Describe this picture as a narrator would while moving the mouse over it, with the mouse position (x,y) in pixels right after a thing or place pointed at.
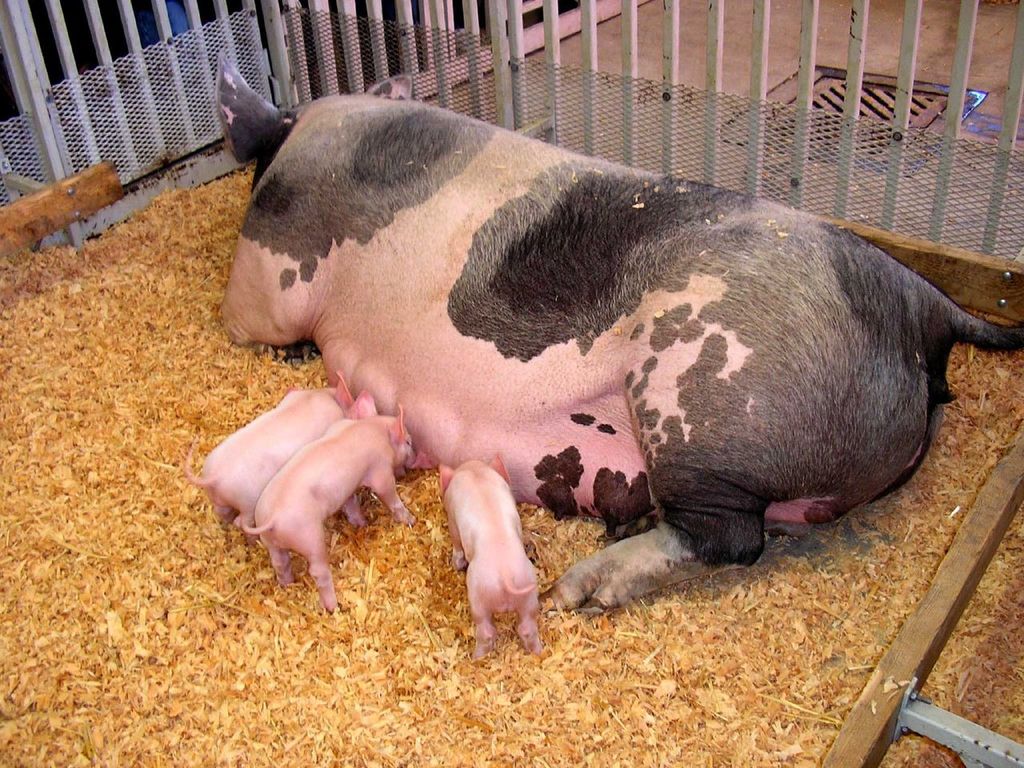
In this picture, we can see few animals (575,566), and we can see some dry objects (233,626) on the floor (406,648), we can see the ground (769,609), poles (37,130), and some objects (992,731) in the bottom right side of the picture (908,662).
